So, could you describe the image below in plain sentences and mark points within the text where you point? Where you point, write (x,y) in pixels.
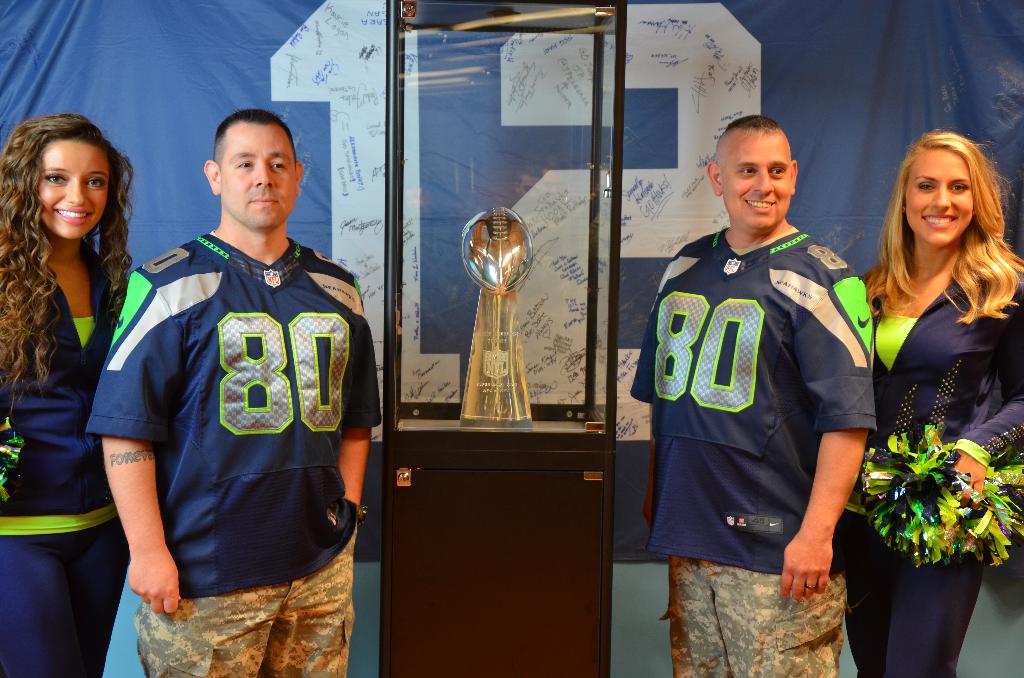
In this image, we can see four people (932,292) are standing and three are smiling. In the middle of the image (570,448), we can see a glass box (467,192). Inside the glass box (466,206), there is a trophy (493,310). Background (6,107) there is a banner (519,114).
